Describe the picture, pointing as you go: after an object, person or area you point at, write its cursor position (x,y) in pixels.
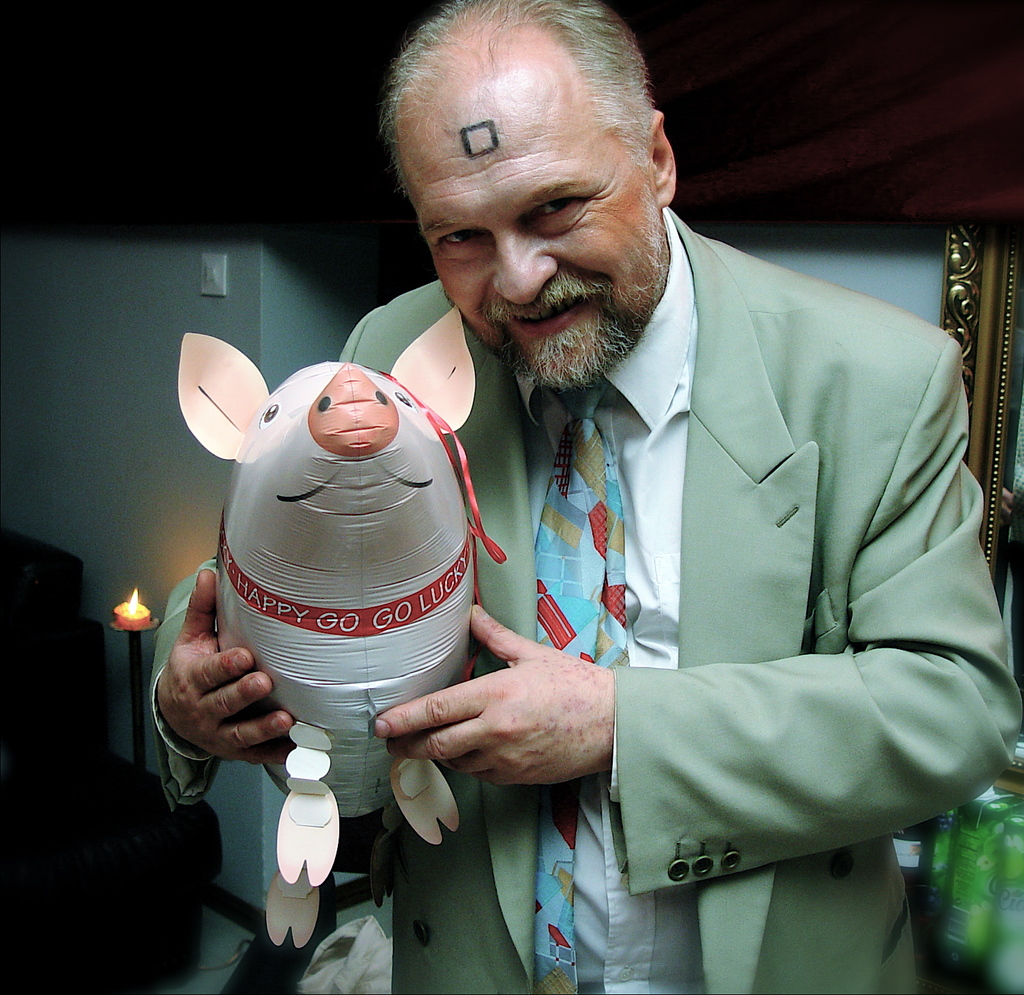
This picture is clicked inside. In the foreground (570,378) there is a man (635,432) wearing suit (794,681), smiling, holding a toy (394,589) and standing. At the top (45,151) there is a roof (53,190). In the background (133,609) we can see a burning candle (148,621) placed on the stand (139,661) and we can see many other objects (985,888) and the wall (172,346).
